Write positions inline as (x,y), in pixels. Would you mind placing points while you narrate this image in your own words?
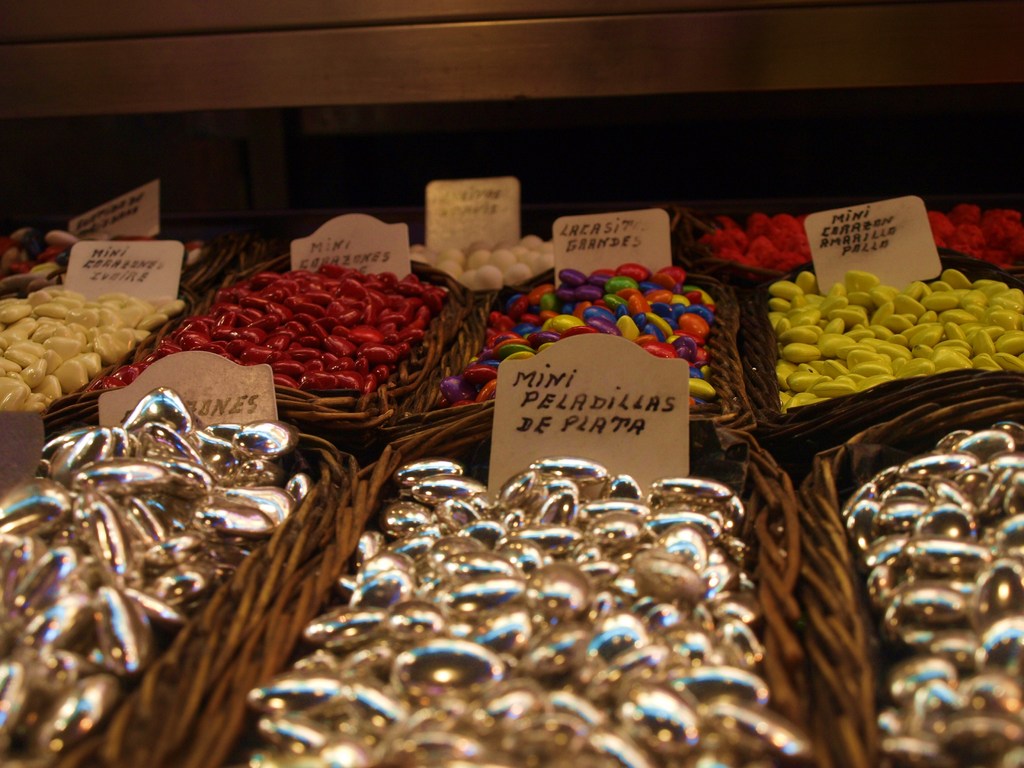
In center of the image (530,264) there are objects (656,690) in trays (222,245).
